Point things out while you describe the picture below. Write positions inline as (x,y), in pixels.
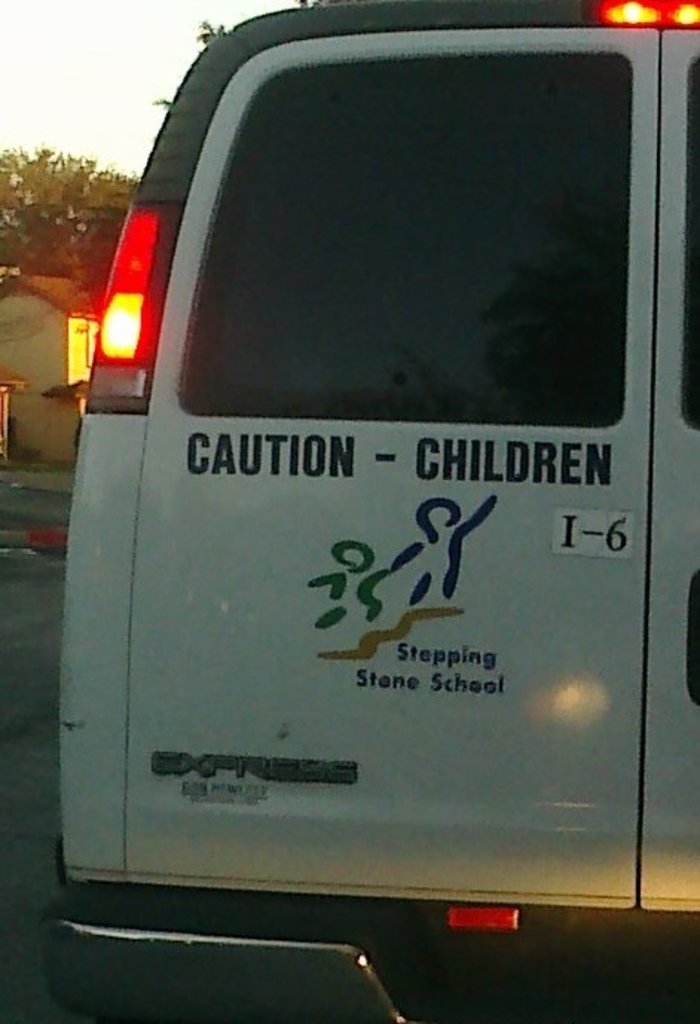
In this image, this looks like a van (316,649) with the doors (316,649). On the left side of the image (70,364), I can see a small house (33,345). I think these are the trees (97,222).
